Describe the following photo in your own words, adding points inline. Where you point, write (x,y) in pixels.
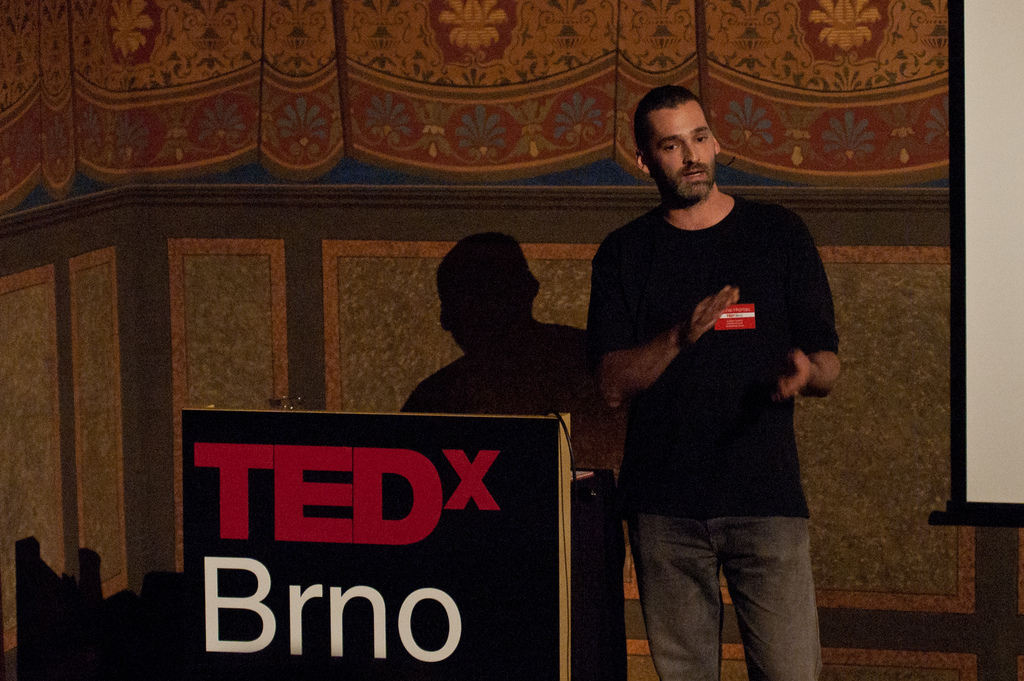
In the image we can see a man (769,425) standing, wearing clothes (706,452) and he is talking. Here we can see the podium (405,522) and text (365,541) on it. Here we can see white board (988,319) and the wall (532,88).
